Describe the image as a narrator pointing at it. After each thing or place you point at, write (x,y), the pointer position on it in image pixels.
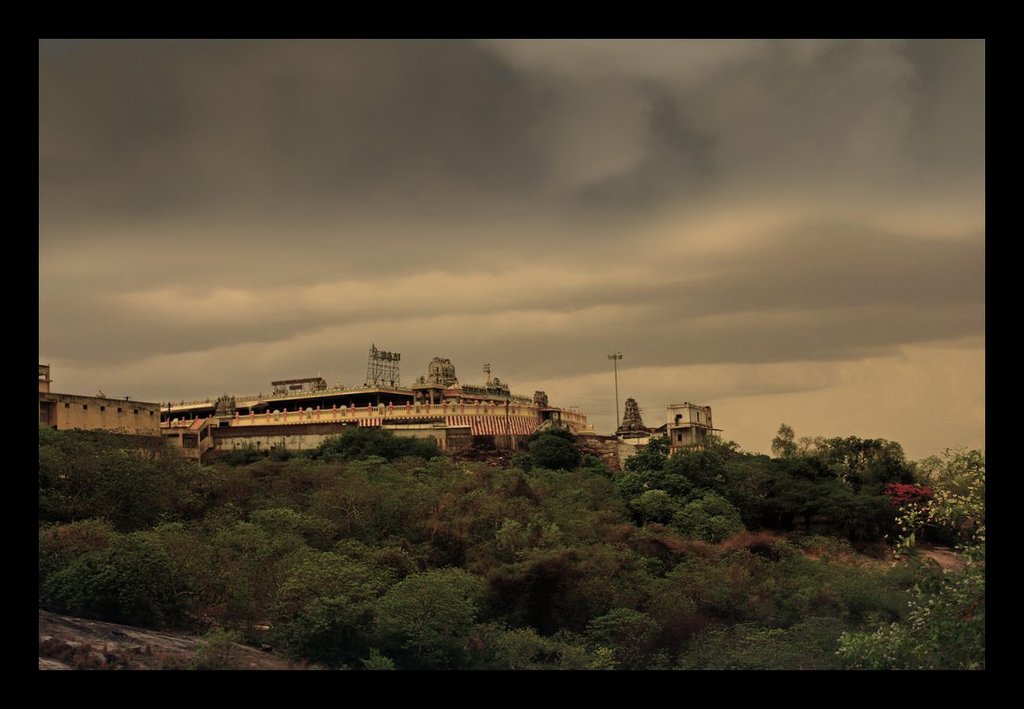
In the center of the image (490,375) there is a temple (249,426), trees (358,439). In the background of the image (243,277) there is sky (439,328) and clouds (663,334).
